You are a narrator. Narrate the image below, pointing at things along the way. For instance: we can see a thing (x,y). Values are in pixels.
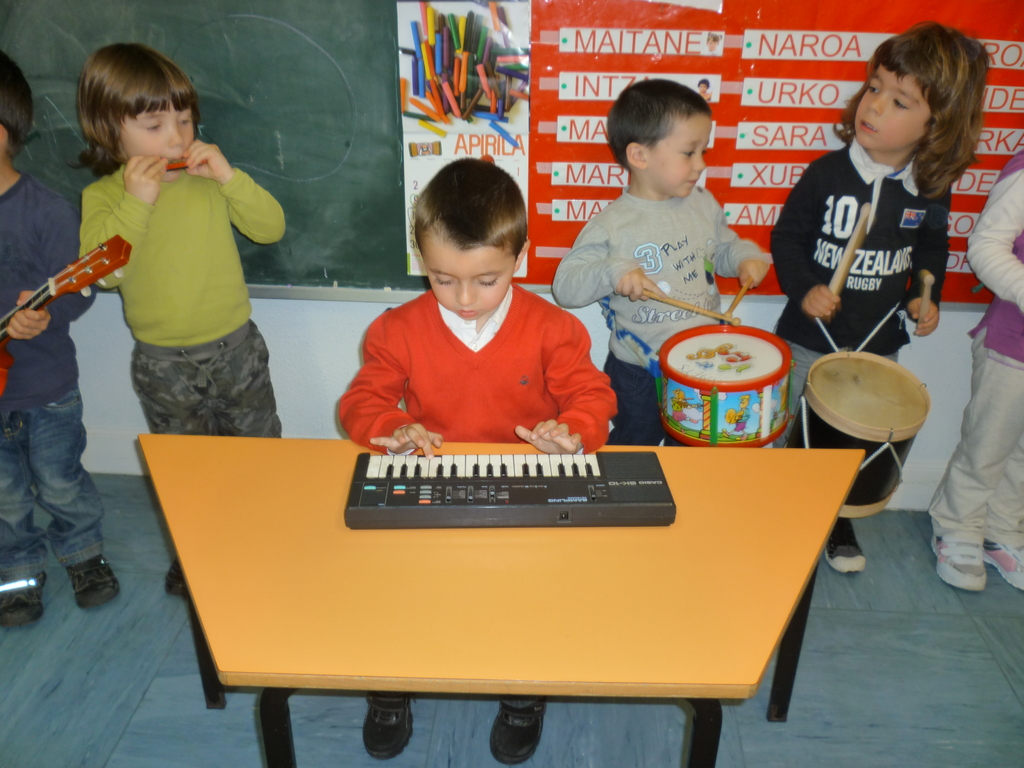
in there are many children (611,224) a one child (586,357) is sitting on a chair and playing a piano (551,485) which is in front of him on the table (791,522).
